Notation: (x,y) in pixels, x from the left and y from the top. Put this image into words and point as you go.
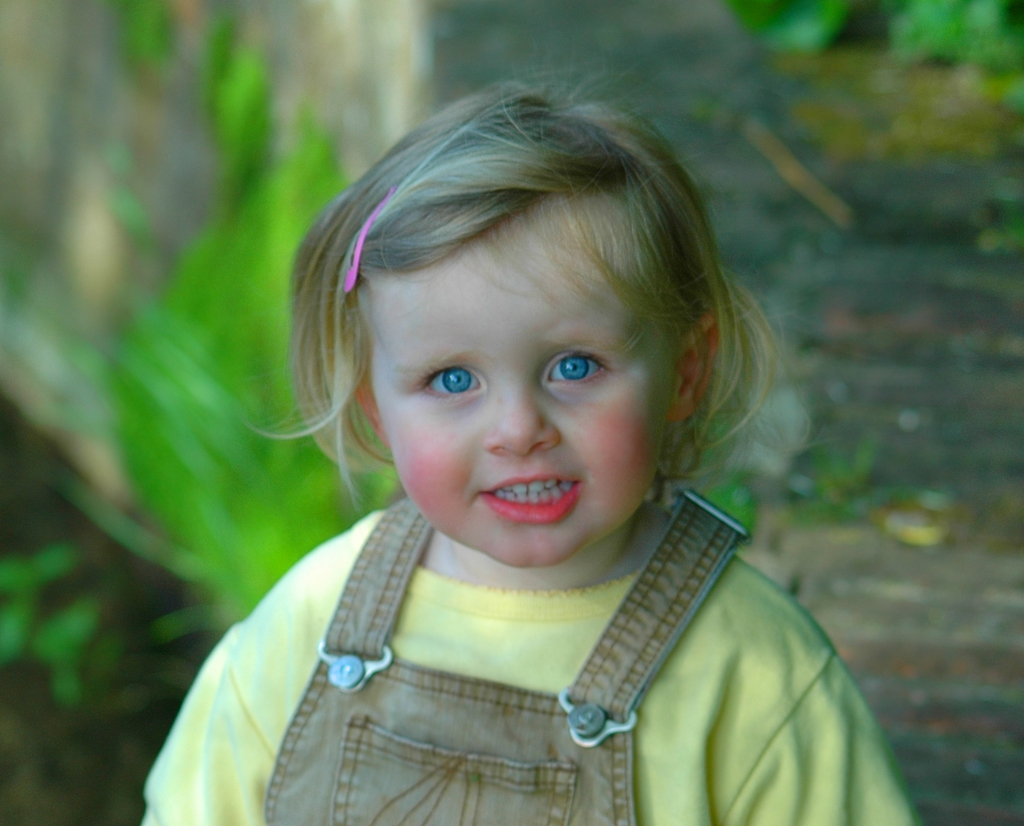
In the image there is a girl (471,673), she is wearing yellow shirt (571,668) and smiling. The background of the girl (541,444) is blur.
